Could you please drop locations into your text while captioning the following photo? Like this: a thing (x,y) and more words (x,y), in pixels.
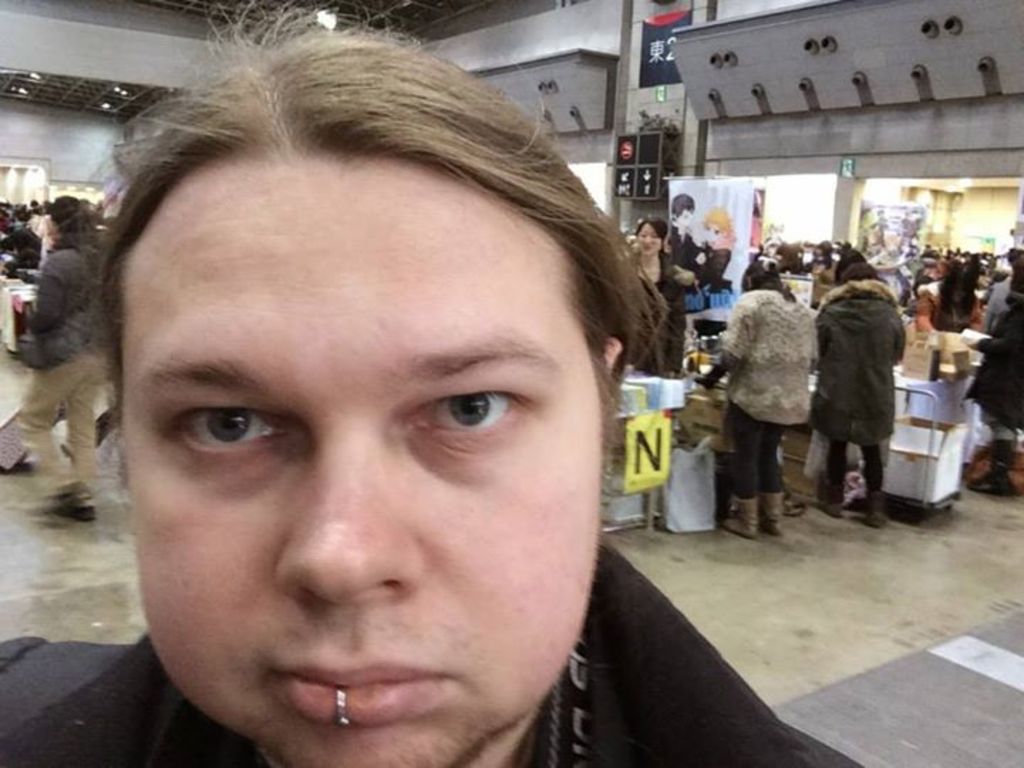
The man (426,619) in front of the picture wearing black jacket (617,660) is looking at the camera. Behind him, we see people (885,306) standing. Behind them, there are many carton boxes (953,443) and a white banner (725,197). On the left side (40,206), we see people (36,251) standing beside the table (13,335). At the top of the picture (206,58), we see the roof (206,58) of the building (761,122). This picture might be clicked in the mall (879,603).
